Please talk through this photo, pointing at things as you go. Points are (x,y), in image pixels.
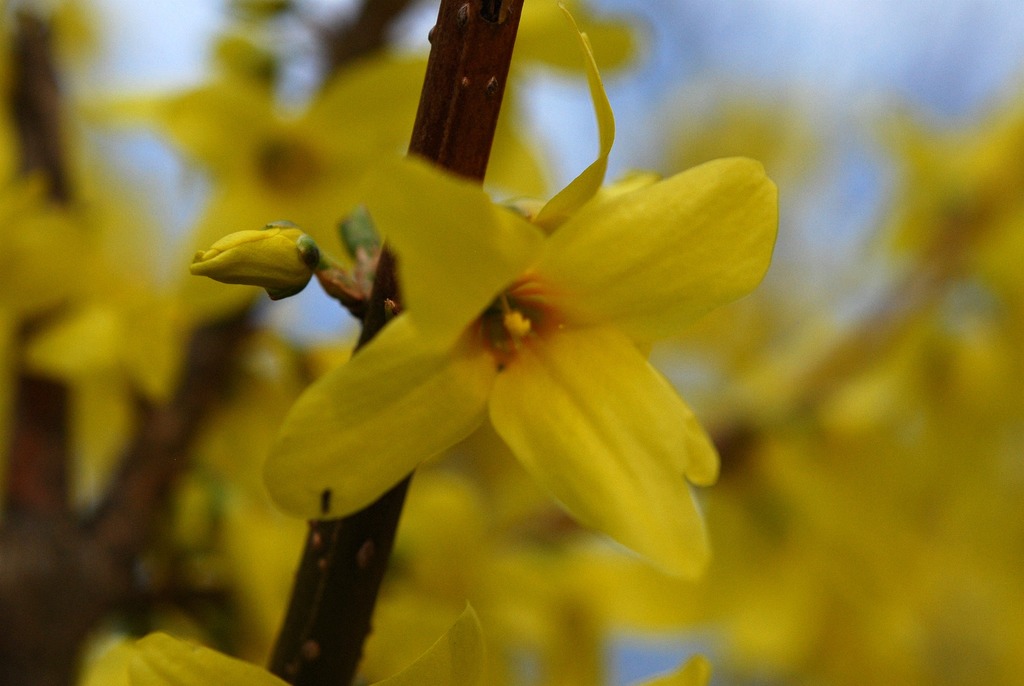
In the picture I can see some flowers (343,417) which are yellow in color.
